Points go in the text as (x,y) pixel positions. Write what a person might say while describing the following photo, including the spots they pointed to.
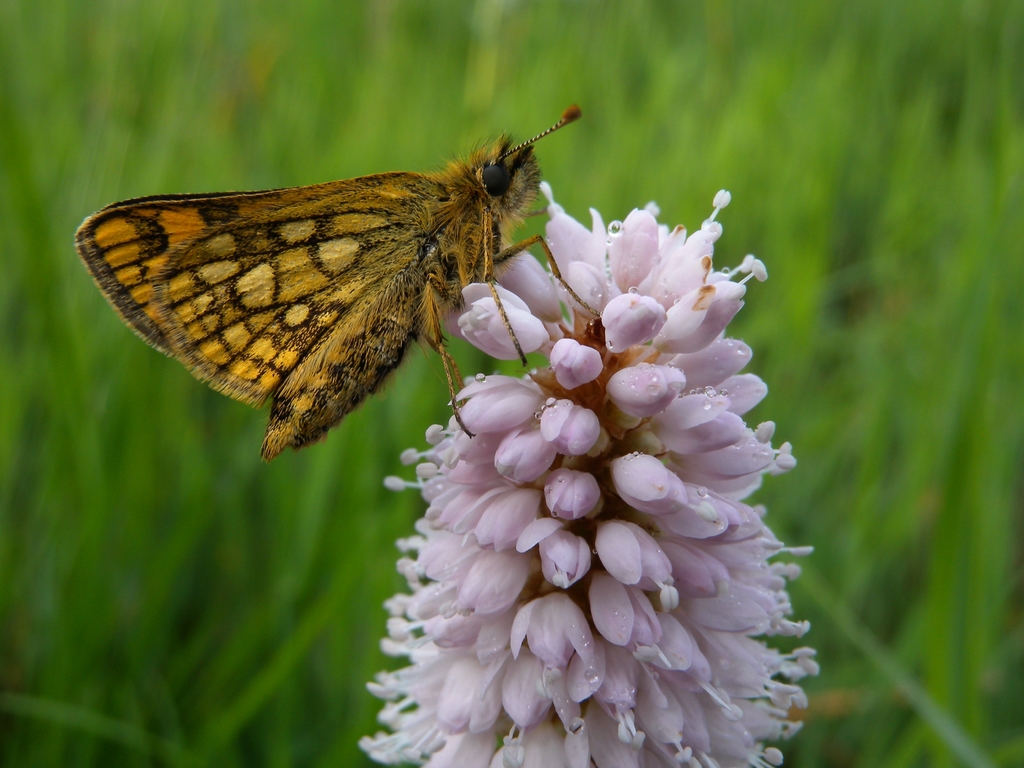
In this image I can see the butterfly (373,347) on the flowers (500,433) and the butterfly (276,268) is in brown, cream and black color and the flowers (670,757) are in light pink color. In the background (478,70) I can see the grass (913,575) in green color.
